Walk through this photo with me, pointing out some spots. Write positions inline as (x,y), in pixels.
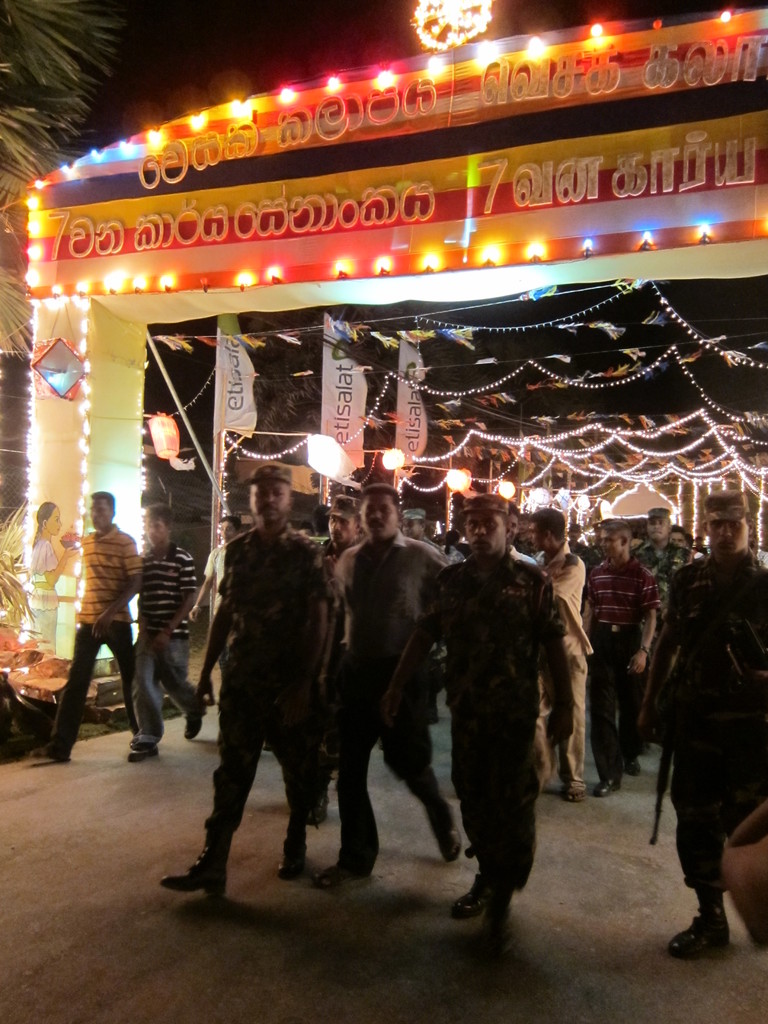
In this picture, we see the man (471,621) in the uniform (463,688) are walking on the road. Behind them, we see many people (609,622) are walking on the road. At the top (125,281), we see an arch (86,294) or a board (468,263) which is decorated with the lights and we see some text (281,201) written on it in some other language. In the background (551,462), we see lanterns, lights (641,480) and banners (413,372) in white color. On the left side (72,76), we see a tree (34,132). This picture might be clicked outside the city and this might be clicked in the dark.
